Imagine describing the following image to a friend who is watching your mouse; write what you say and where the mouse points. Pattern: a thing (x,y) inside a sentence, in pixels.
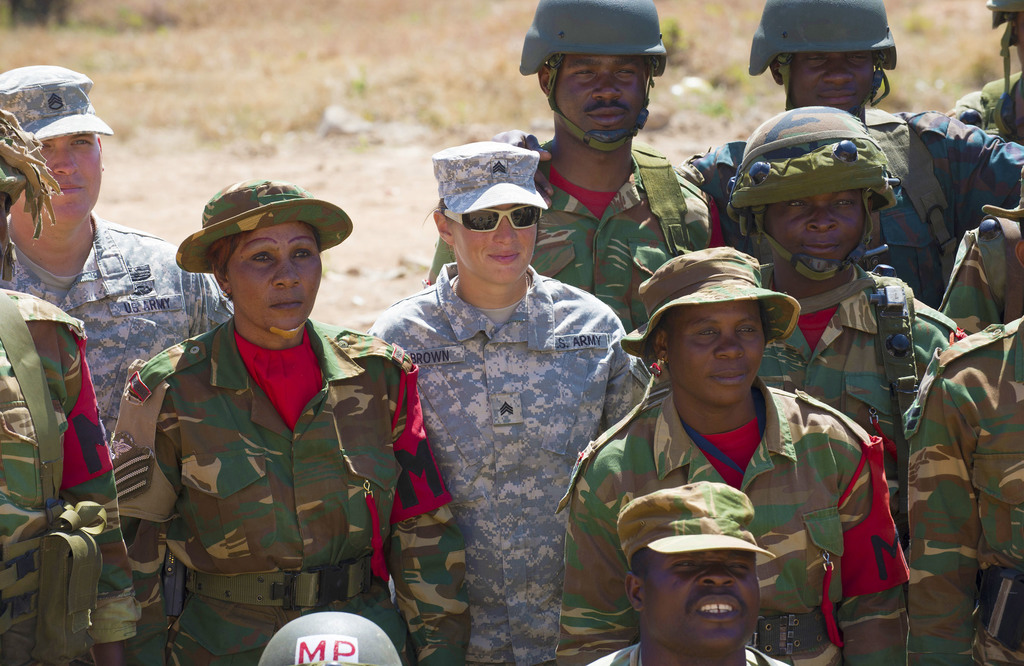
In this image I can see a group of people (575,369) are standing, they are wearing dresses (517,378) and caps (216,239).
